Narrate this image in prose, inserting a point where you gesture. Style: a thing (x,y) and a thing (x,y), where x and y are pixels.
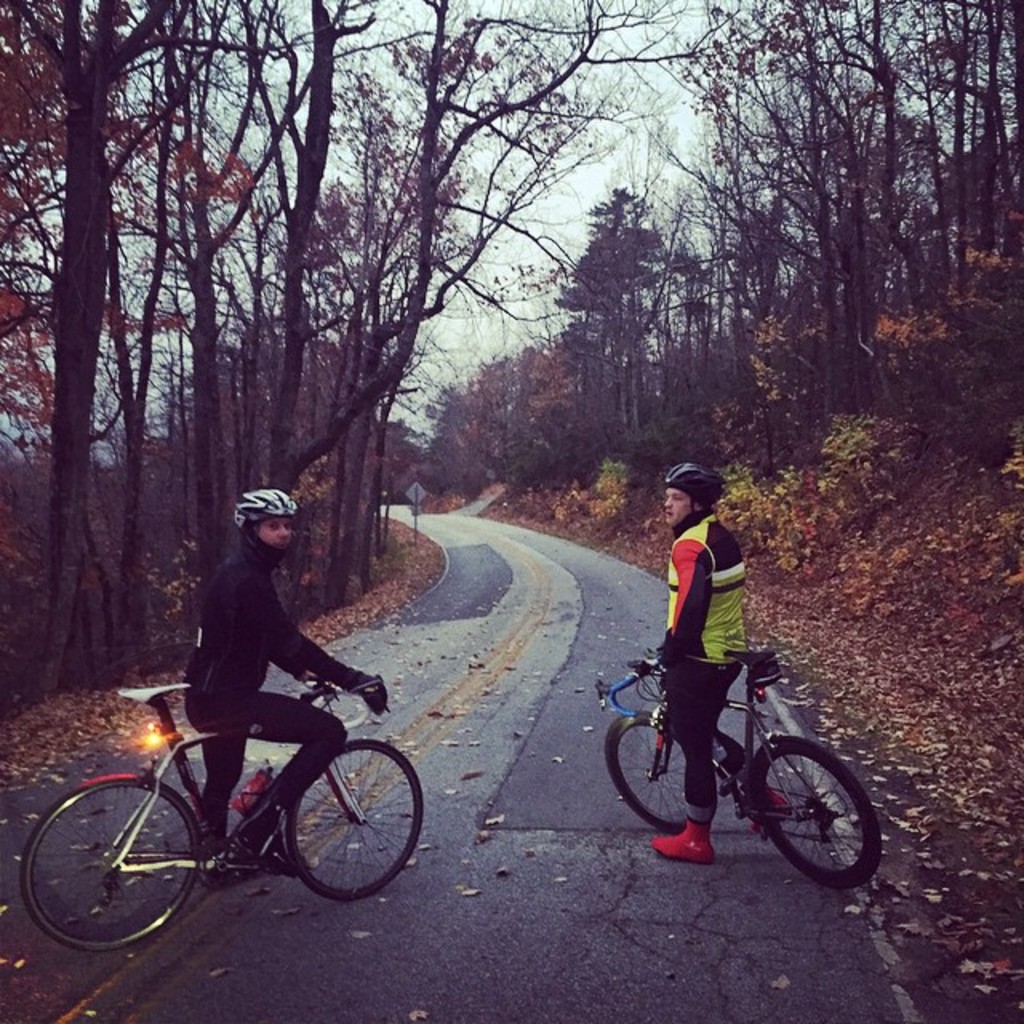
In this image I see 2 persons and both of them are with the cycles (765,681) and they are on the road (168,987). In the background (434,453) I see the trees (841,360), plants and a sign board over here.
